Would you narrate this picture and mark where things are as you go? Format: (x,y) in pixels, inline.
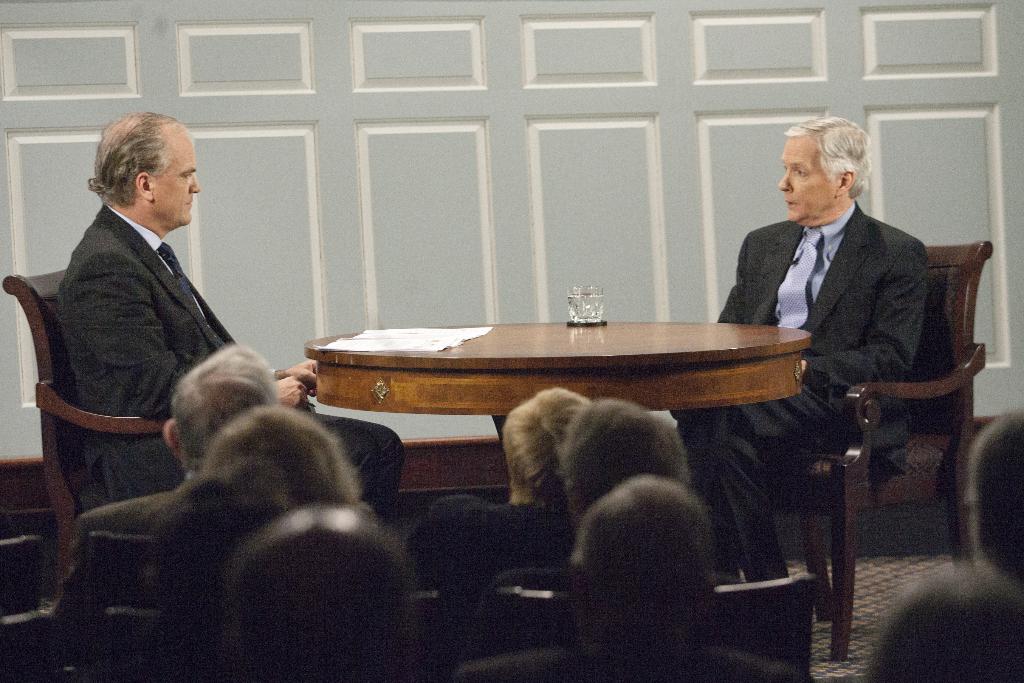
Here we can see a person (148,236) is sitting on the chair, and in front here is the table (564,355) and glass (580,319) on it, and here the group of people (530,517) are sitting.
